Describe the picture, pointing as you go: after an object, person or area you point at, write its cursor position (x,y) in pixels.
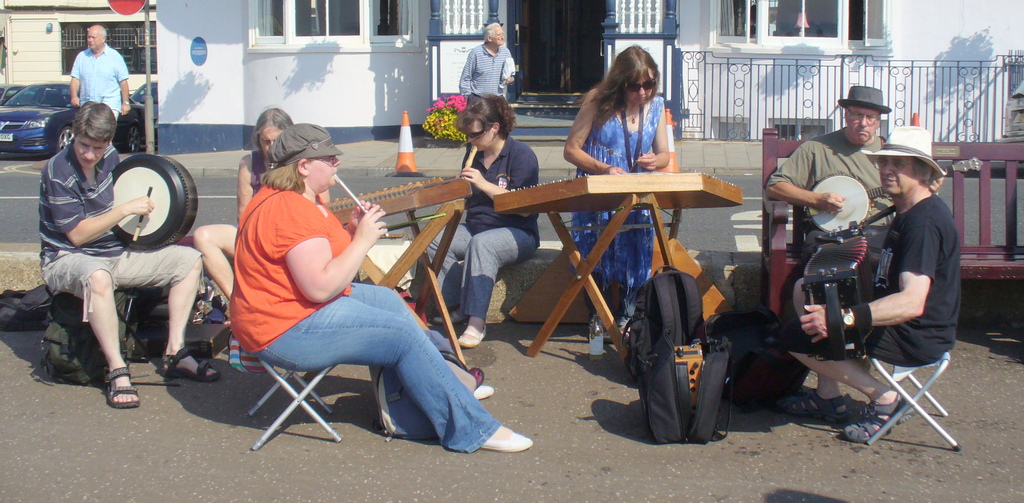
In this picture we can see a group of people (846,155) playing musical instruments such as flutes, dulcimers (373,202), accordion (823,271) in the background (57,73) we can see two men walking on the road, traffic cone (402,168), cars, buildings (225,57) with windows (758,22), fence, bench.
